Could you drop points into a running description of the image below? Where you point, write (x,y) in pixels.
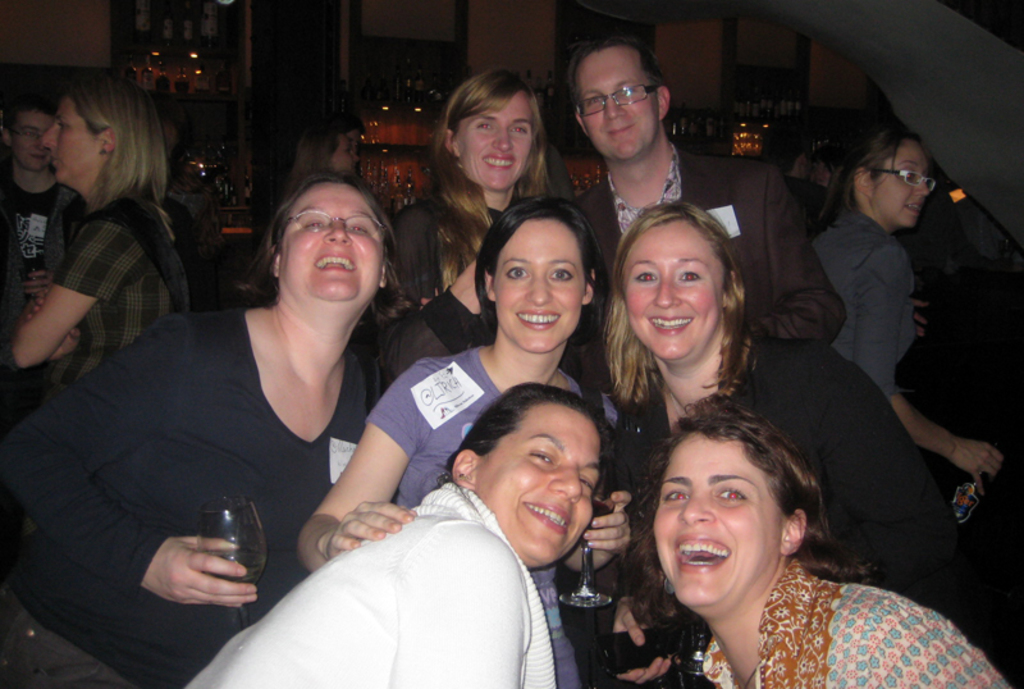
In this image, we can see persons (734,440) wearing clothes (417,339). There are two persons (438,420) holding glasses (227,517) with their hands (621,509). There is a wall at the top of the image (554,62).
